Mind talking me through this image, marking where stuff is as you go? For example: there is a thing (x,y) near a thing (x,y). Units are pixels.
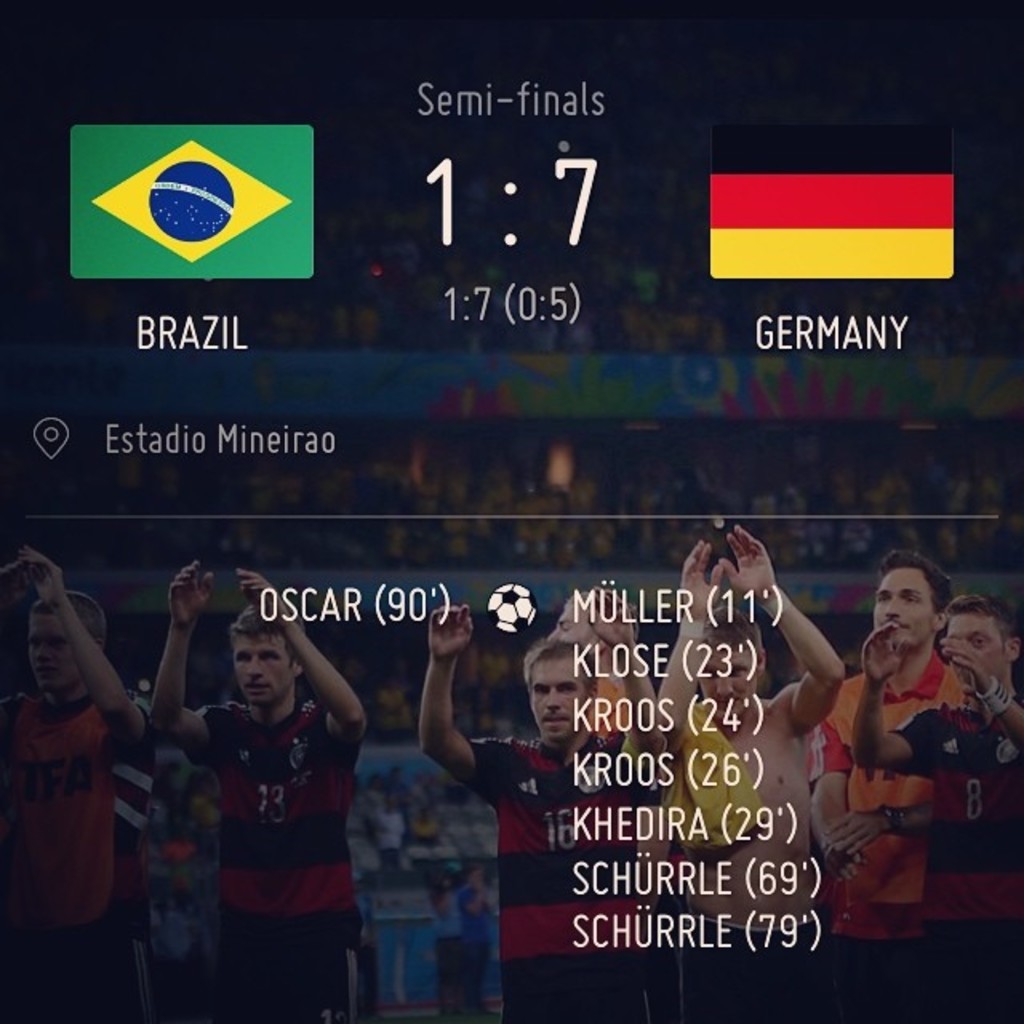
In this image there is a scorecard (656,538) of a football match with text (431,588) and pictures (632,789) of players (251,667).
